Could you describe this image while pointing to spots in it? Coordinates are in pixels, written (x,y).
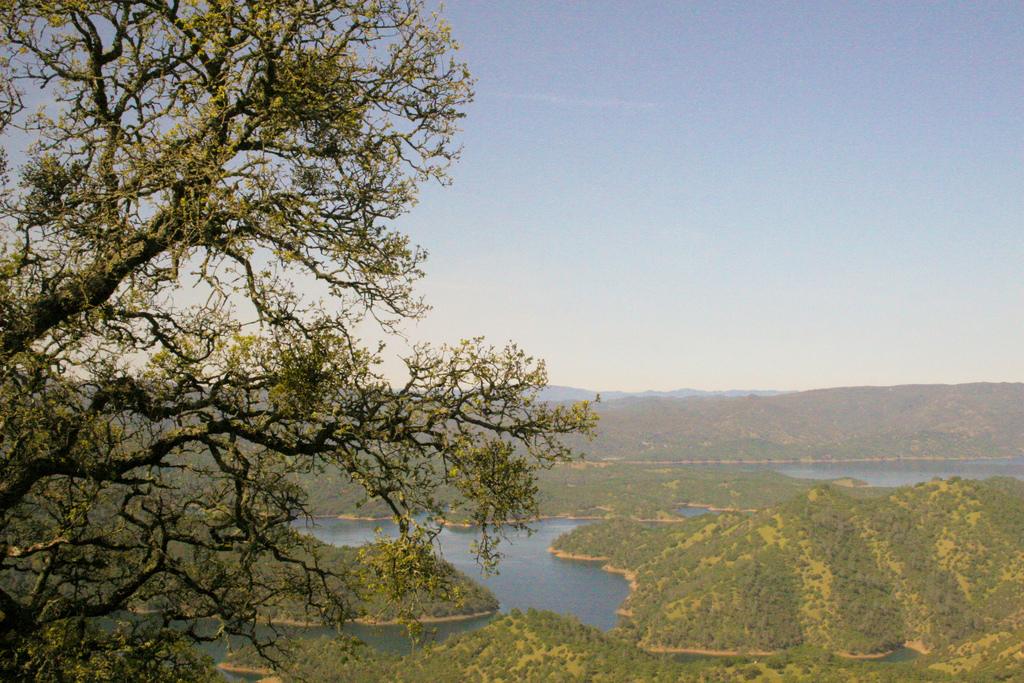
In this image we can see a tree (156,272), there is the water (583,591), there is the grass (888,564), at above there is the sky (652,332).
